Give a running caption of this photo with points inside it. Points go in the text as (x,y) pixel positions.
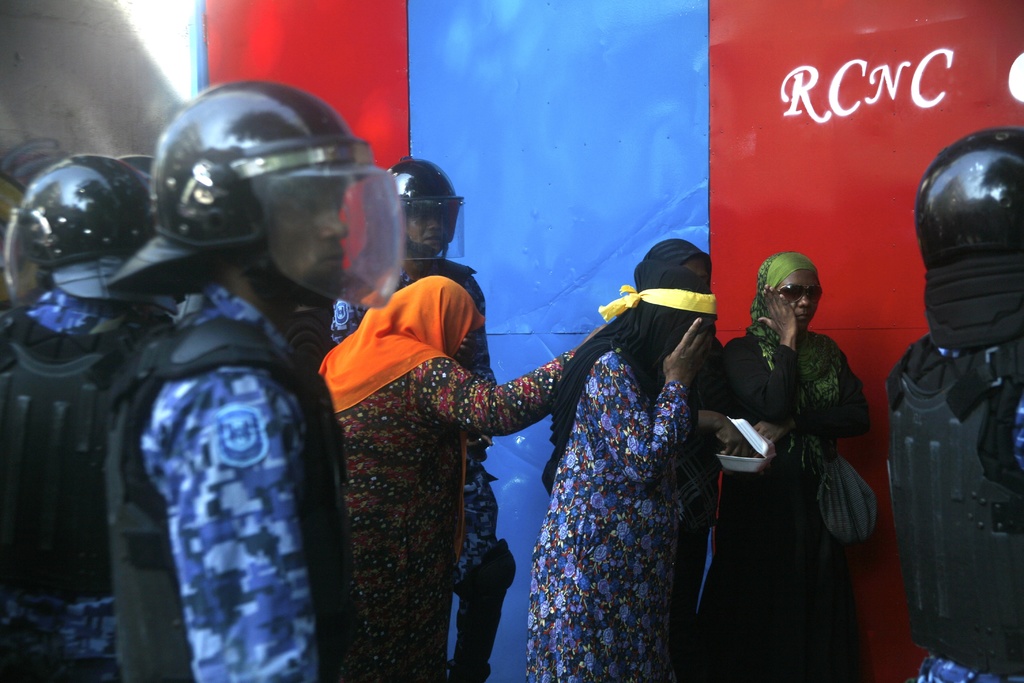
In this image I can see group of persons (37,444) wearing a helmet (72,262) and in the middle (398,371) person (398,358) she wearing a scarf (380,355) and I can see a colorful design wall (748,86) at the top (737,126).
